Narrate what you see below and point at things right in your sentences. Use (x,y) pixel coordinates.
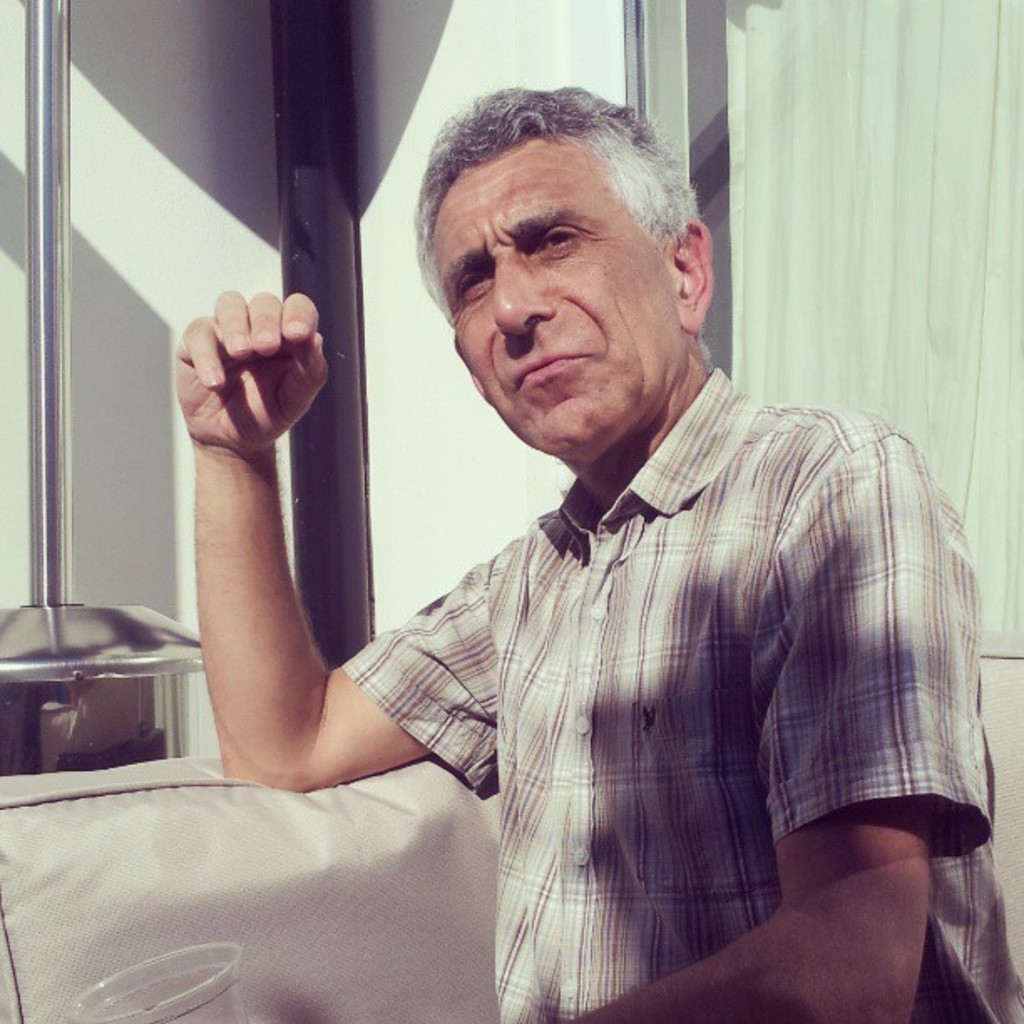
As we can see in the image there is a white color wall (256,204), curtain (914,337), sofa (283,923) and a person (883,815) in the front (586,808). On the left side (150,986) there is a glass (154,971).
